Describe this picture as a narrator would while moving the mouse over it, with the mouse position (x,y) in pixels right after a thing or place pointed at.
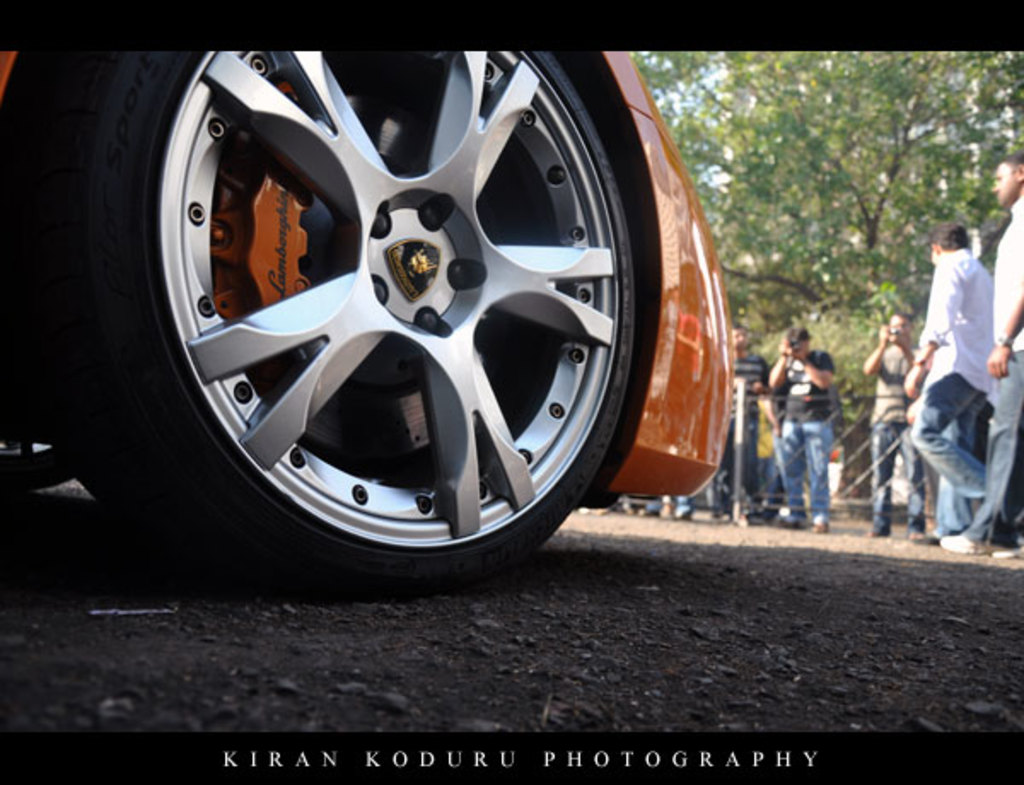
In this picture, we can see partially covered vehicle (359,170), and a few people (884,368), among them a few (813,391) are taking photos, and we can see the ground (606,603), fencing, trees (772,349), and some text (279,754) in the bottom side of the picture (293,768).
